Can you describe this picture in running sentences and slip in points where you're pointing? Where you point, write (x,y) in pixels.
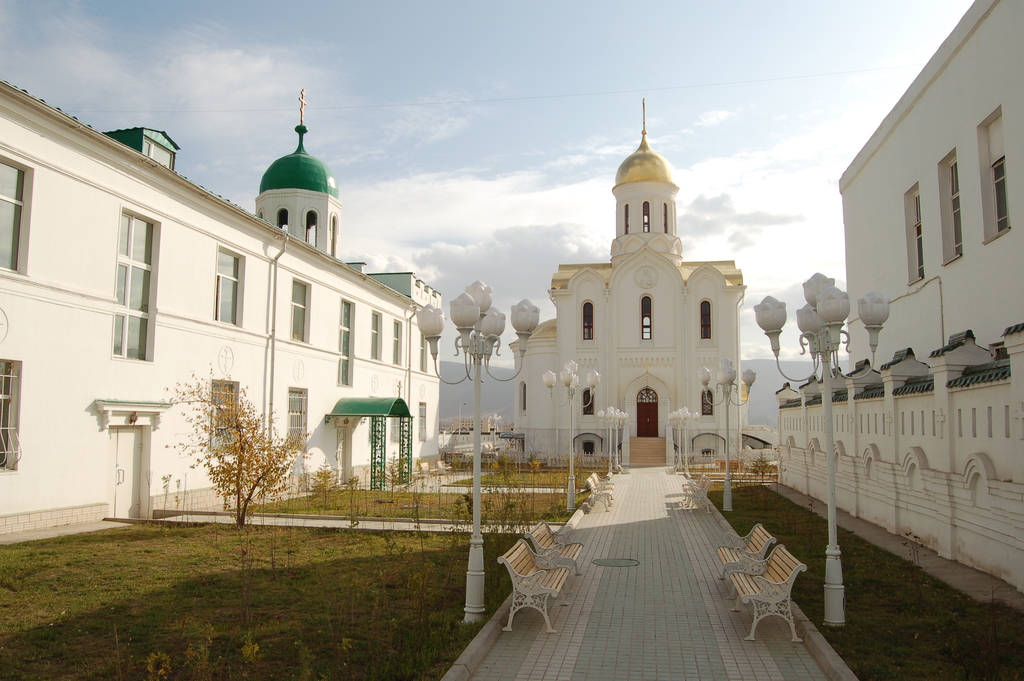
In the image we can see there are buildings (587,311) and these are the windows (124,288) of the buildings (126,327). This is a grass (249,587), light pole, planter (227,486), benches (521,555), footpath (651,536) and a cloudy sky (385,132).
